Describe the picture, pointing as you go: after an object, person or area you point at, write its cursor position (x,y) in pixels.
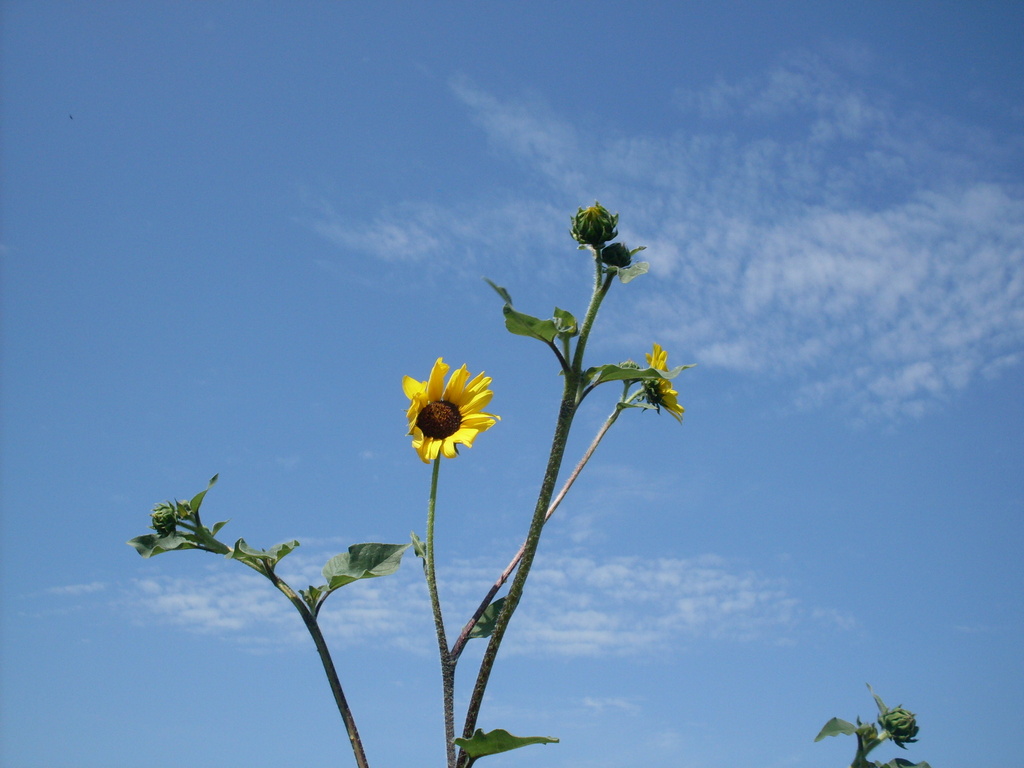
In the center of the image (450,455), we can see plants (445,415) with flowers (445,415) and in the background (468,271), there are clouds (522,213) in the sky (497,276).
